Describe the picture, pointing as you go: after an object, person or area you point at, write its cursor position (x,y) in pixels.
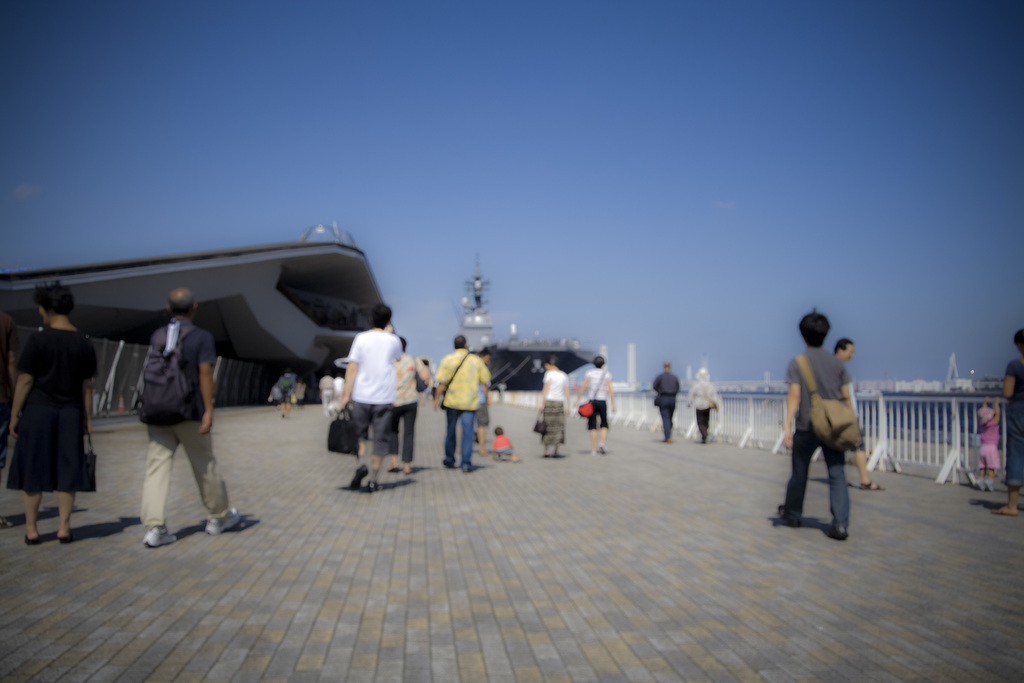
In the center of the image (445,375) there are people (562,394) walking on the floor (388,495). In the background of the image (511,372) there is ship (504,352). There is a sky (683,219). To the right side of the image (936,407) there is a fencing (643,402). To the left side of the image (205,258) there is a building (241,266).
